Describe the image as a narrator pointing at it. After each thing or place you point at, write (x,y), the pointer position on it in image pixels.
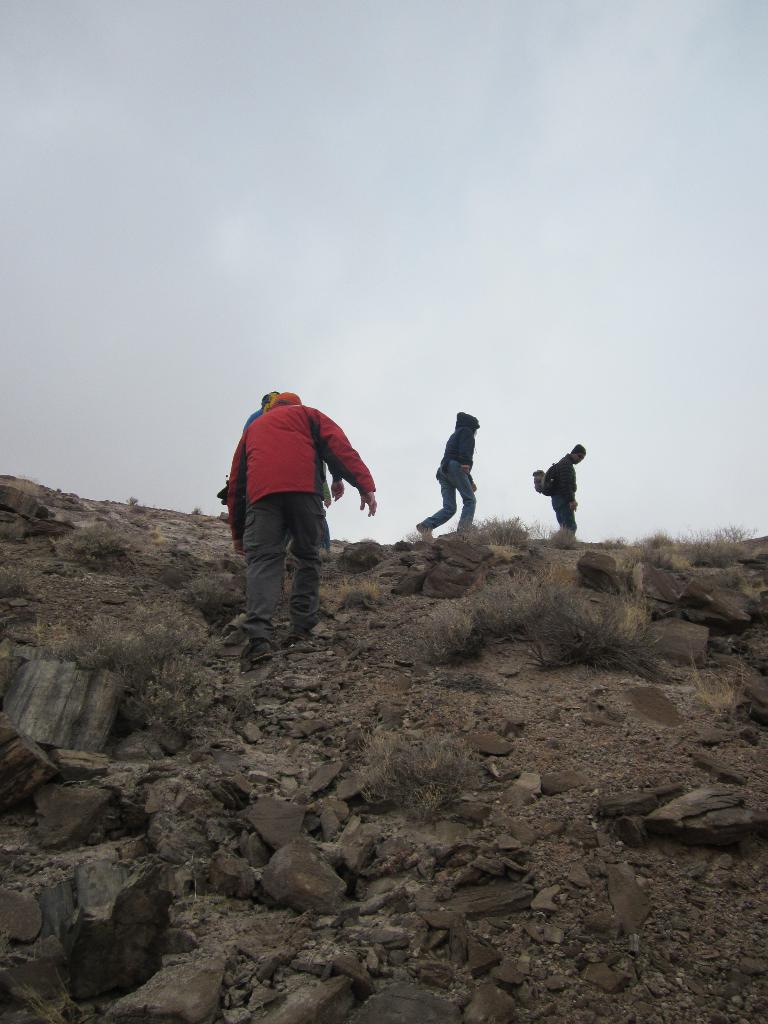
In the center of the image (287,479) we can see persons (561,501) walking on the ground (553,798). On the right (739,614) and left side of the image (162,951) we can see stones (26,604). In the background (443,206) there are clouds (394,265) and sky (391,190).
